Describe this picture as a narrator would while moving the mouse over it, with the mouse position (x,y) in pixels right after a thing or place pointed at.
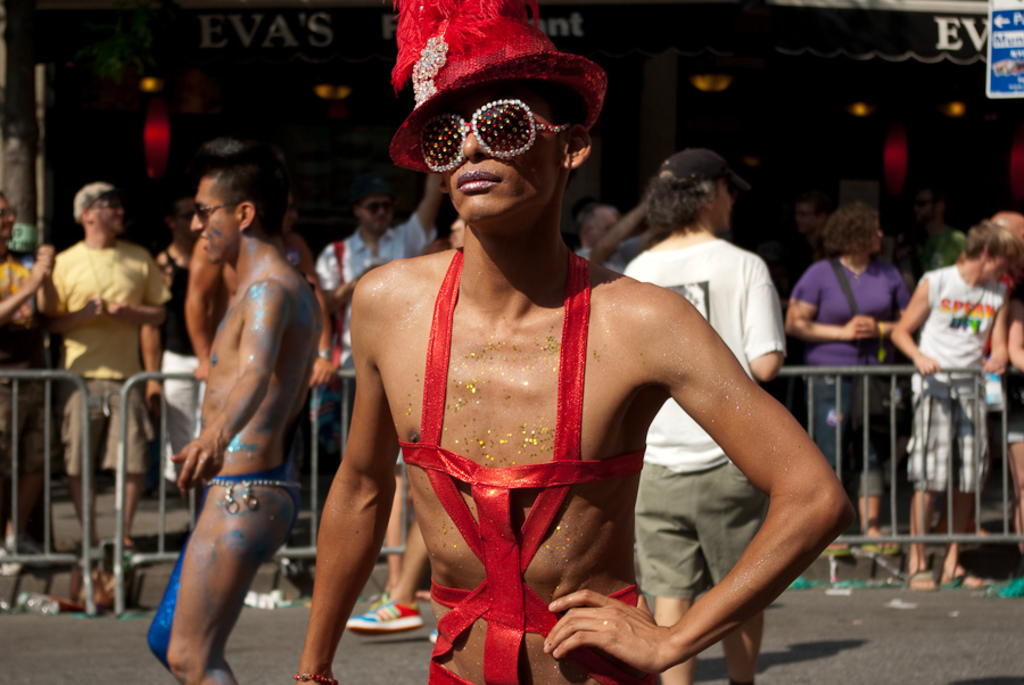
In this picture we can see three people (571,441) standing on the path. There are some barricades (84,429) and few people (99,251) at the back (624,237). We can see some lights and a signboard (997,40) on the right side (1005,1).
